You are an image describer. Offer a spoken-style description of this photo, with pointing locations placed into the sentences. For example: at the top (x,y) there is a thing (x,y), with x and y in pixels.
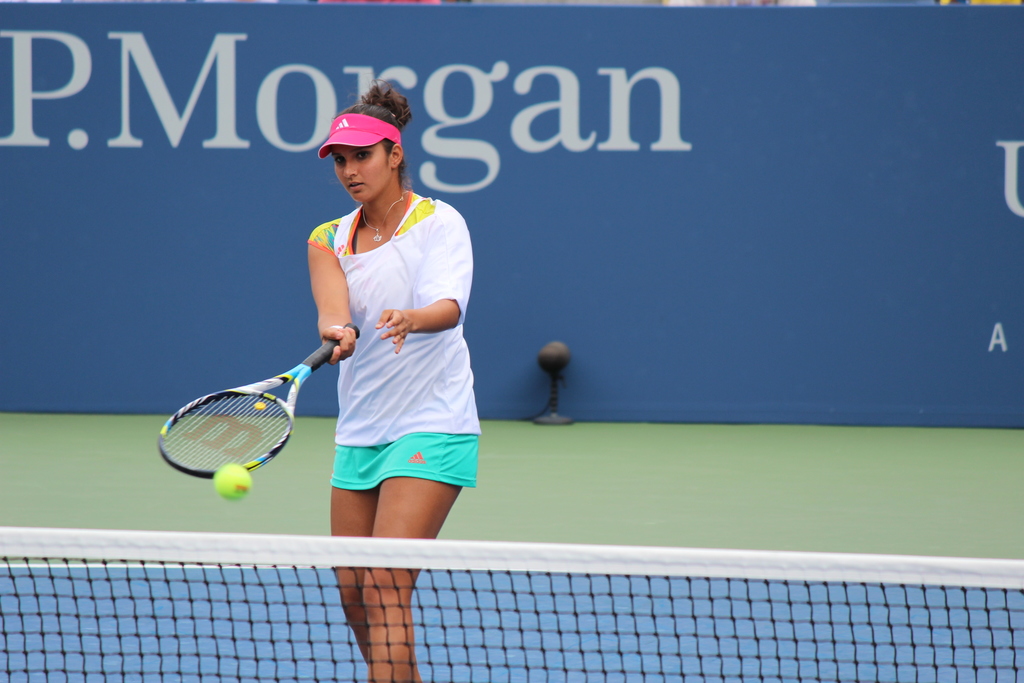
Here I can see a woman (393,445) standing, holding a bat (316,362) in the hand (327,339) and playing the Tennis. At the bottom (412,615) there is a net (484,628). In the background (899,253) there is a blue color board (655,233) on which I can see the text (19,82).
